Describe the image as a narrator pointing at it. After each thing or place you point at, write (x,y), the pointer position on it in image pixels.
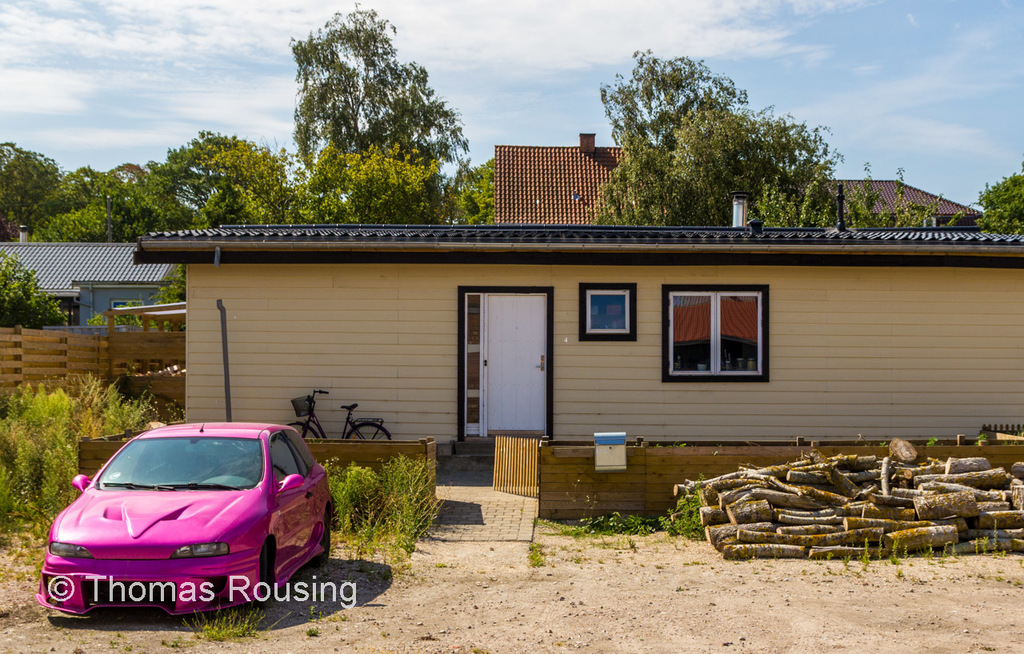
In the image we can see houses (567,215) and this is a window (690,330) and door (507,382) of the house (533,385). Here we can see a vehicle (149,539) and a bicycle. We can even see wooden logs (830,521), grass (44,429) and a wooden fence (68,378). Here we can see trees (254,204) and cloudy pale blue sky (127,150).
